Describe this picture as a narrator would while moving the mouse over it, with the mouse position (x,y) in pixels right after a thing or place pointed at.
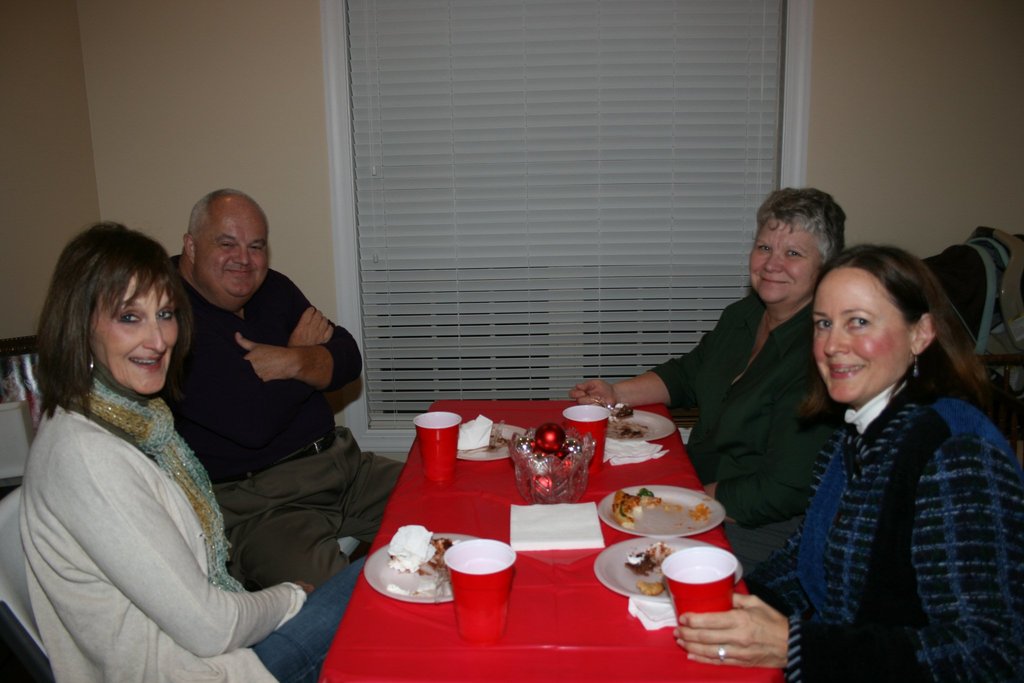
This image consist of four persons (278,329) sitting near the table (446,403). To the left (73,560), the women (78,543) wearing white jacket (65,557) is sitting in a chair (10,516). To the right (914,577), the woman (933,589) is wearing a blue jacket (895,602). To the middle (651,441), there is a table (536,650) covered with red cloth (515,609) on which there are plates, glasses (475,605) and food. In the background (524,167), there is window (808,111) and wall (833,122).
